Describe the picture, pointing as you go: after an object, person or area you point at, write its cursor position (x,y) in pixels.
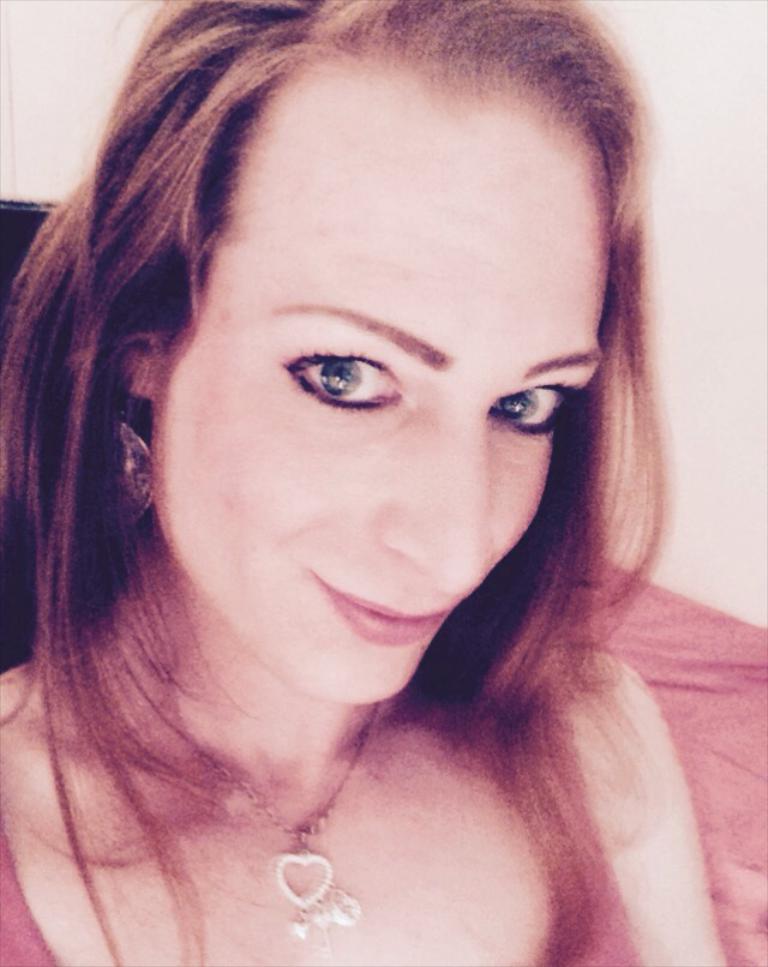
In this picture I can see a woman (206,788) in front (525,46), who is smiling and I see that she is wearing a necklace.
